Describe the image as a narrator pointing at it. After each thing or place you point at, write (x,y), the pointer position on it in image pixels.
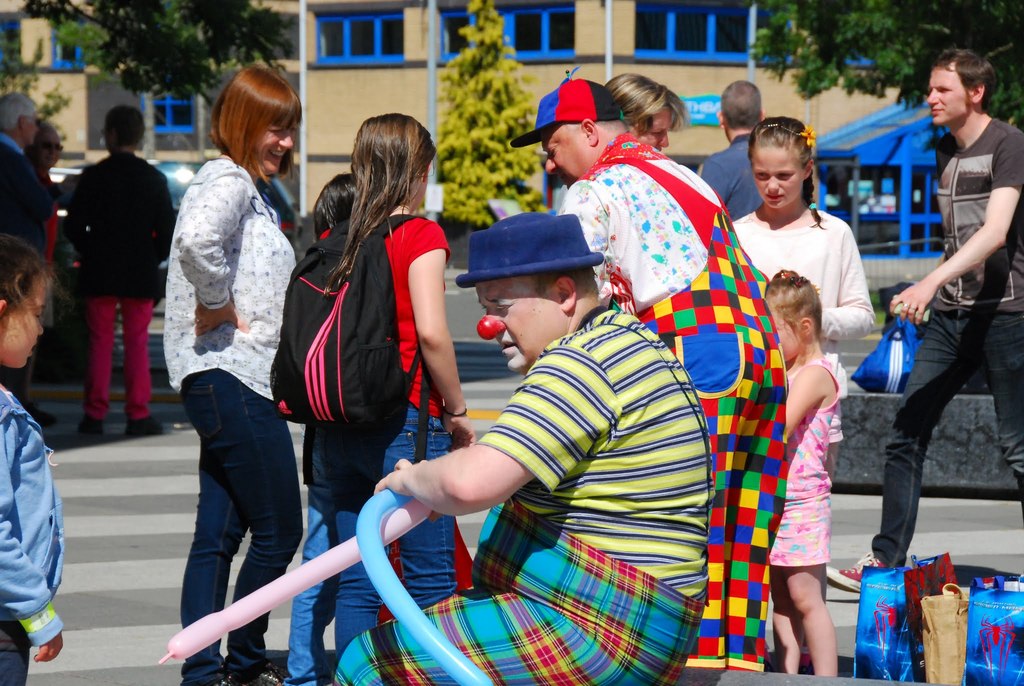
In this image a person (521,501) is sitting. He is wearing a cap (534,228). A person (425,268) wearing a red shirt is carrying a bag (328,310). Right side (995,205) a person (993,220) wearing a shirt (972,227) is holding a bag (886,382) and walking. Few bags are on the road (855,356). Few persons (129,187) are standing. Behind there is a vehicle (176,196). There are few trees (442,133). Behind there is a building (343,73).
